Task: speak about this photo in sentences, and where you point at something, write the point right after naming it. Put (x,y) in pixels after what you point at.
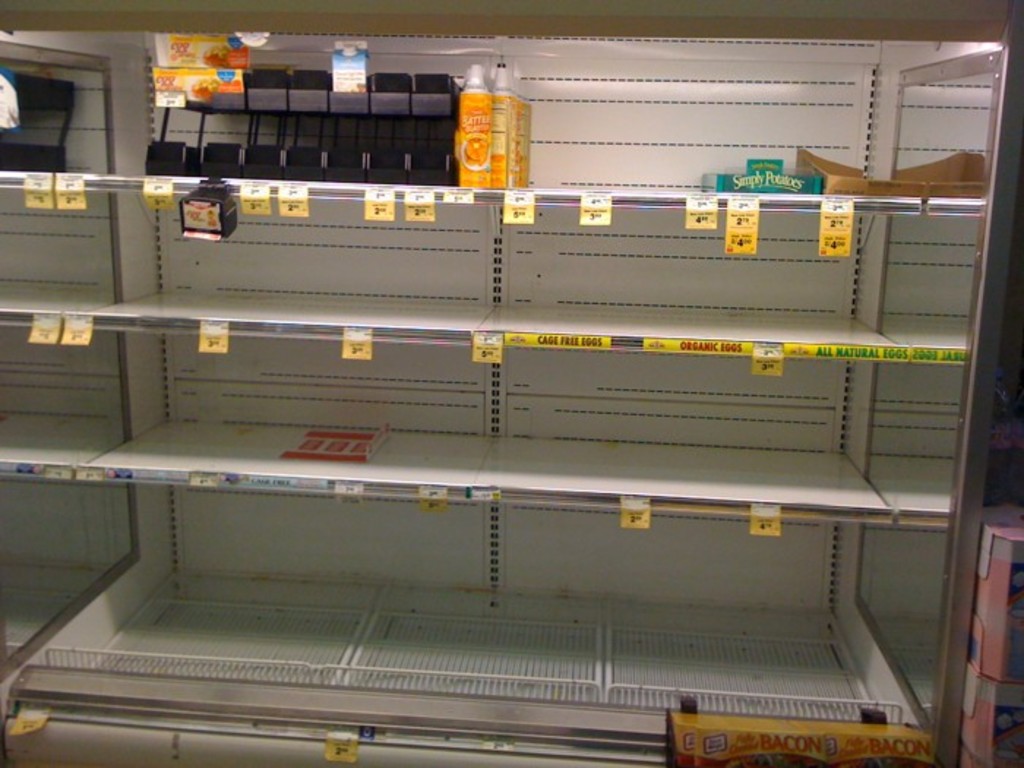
In this image we can see racks (402,339) of a refrigerator (456,560). On the top of the image (463,110) we can see a bottles (476,116).
